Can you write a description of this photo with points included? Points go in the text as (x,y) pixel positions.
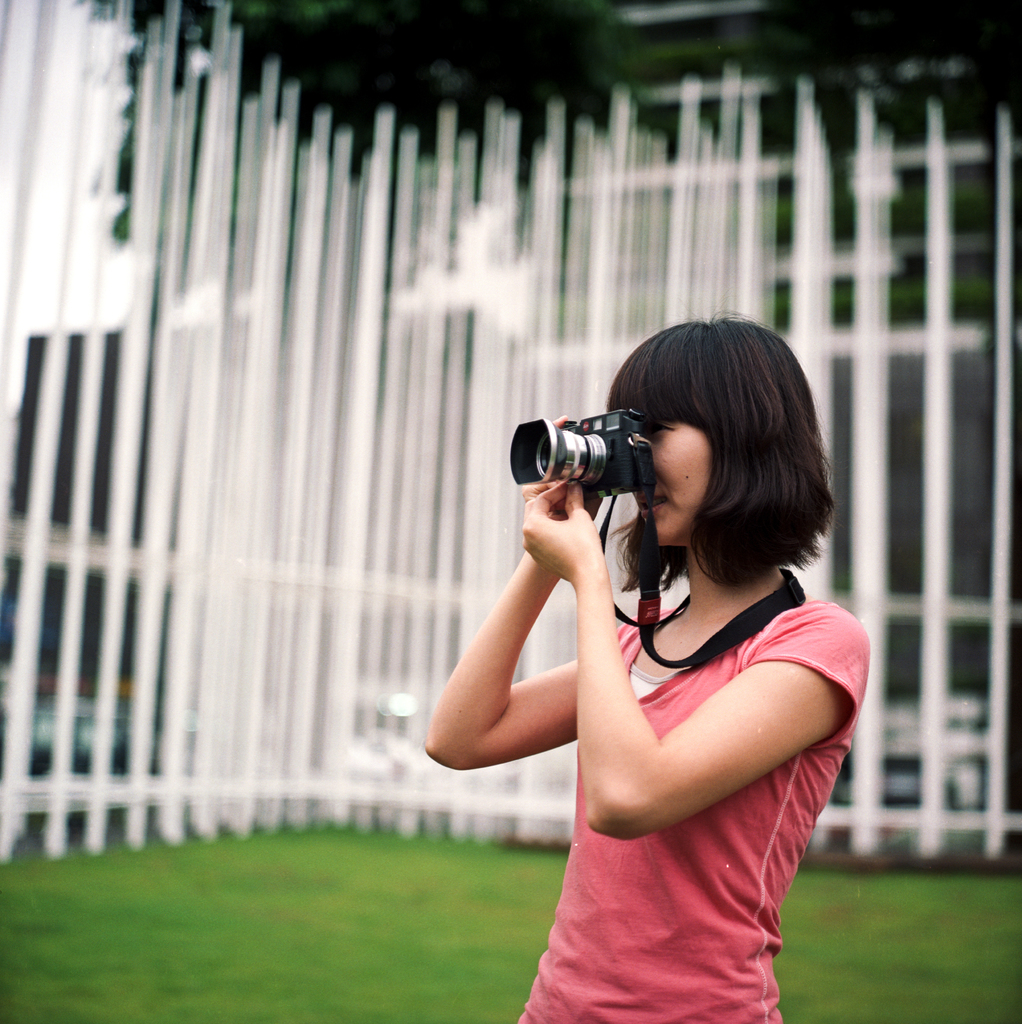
In this Picture we can see a girl (710,886) in the park (778,961) wearing a pink T-shirt (673,945) with boy cut hair (730,476) is standing and holding a camera (578,480) in this hand (566,489) and taking picture, Behind we can see the white long iron fencing (859,345) and trees (765,142).
